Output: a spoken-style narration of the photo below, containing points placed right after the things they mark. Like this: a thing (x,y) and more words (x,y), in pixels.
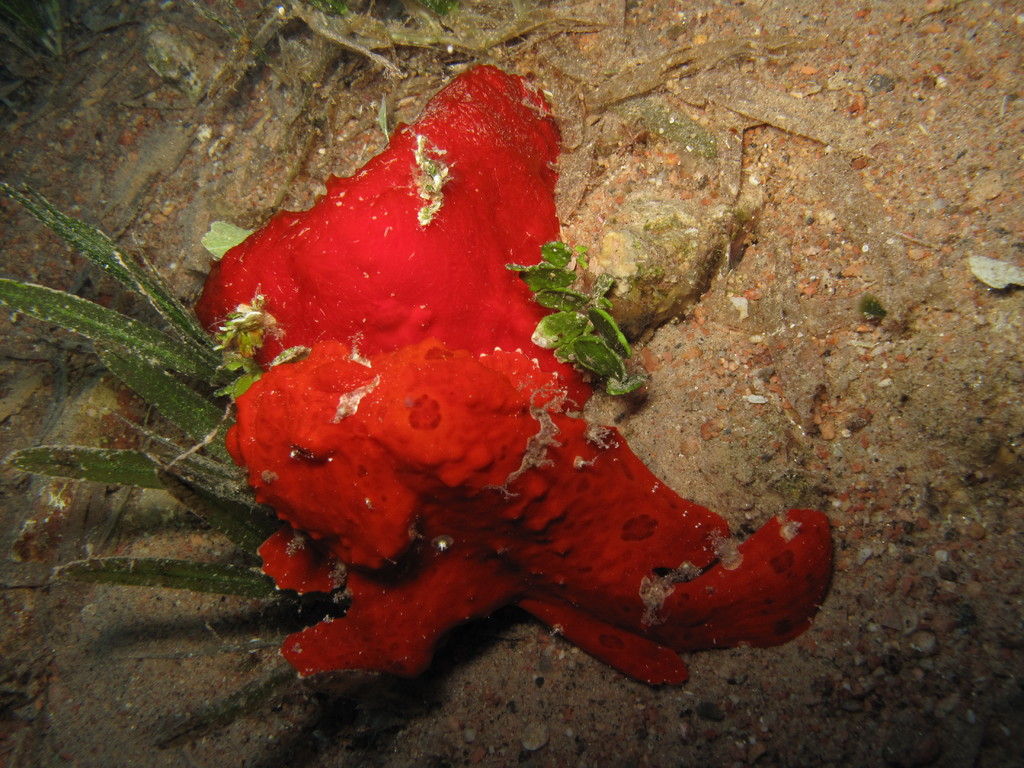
In this picture I can see a plant (166,346) and a red color thing (436,302) on the ground (961,441).
